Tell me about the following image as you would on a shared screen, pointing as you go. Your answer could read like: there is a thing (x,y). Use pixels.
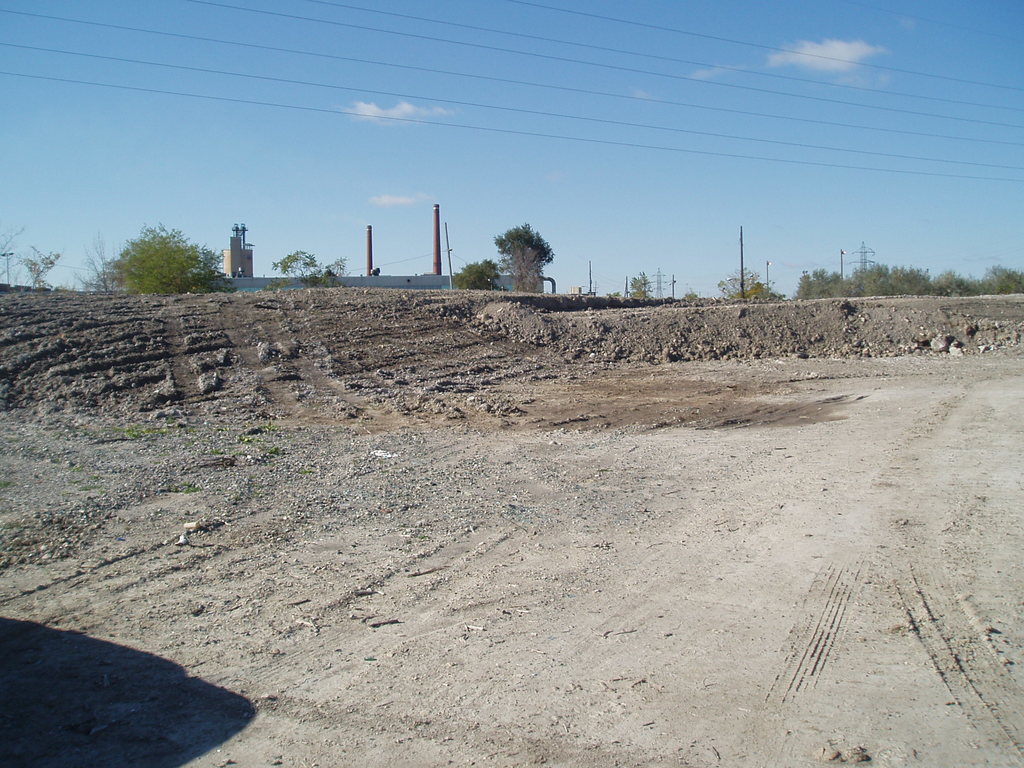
In this picture we can see few towers (234,245), trees (839,272) and cables (774,91), and also we can see a building (251,264).
